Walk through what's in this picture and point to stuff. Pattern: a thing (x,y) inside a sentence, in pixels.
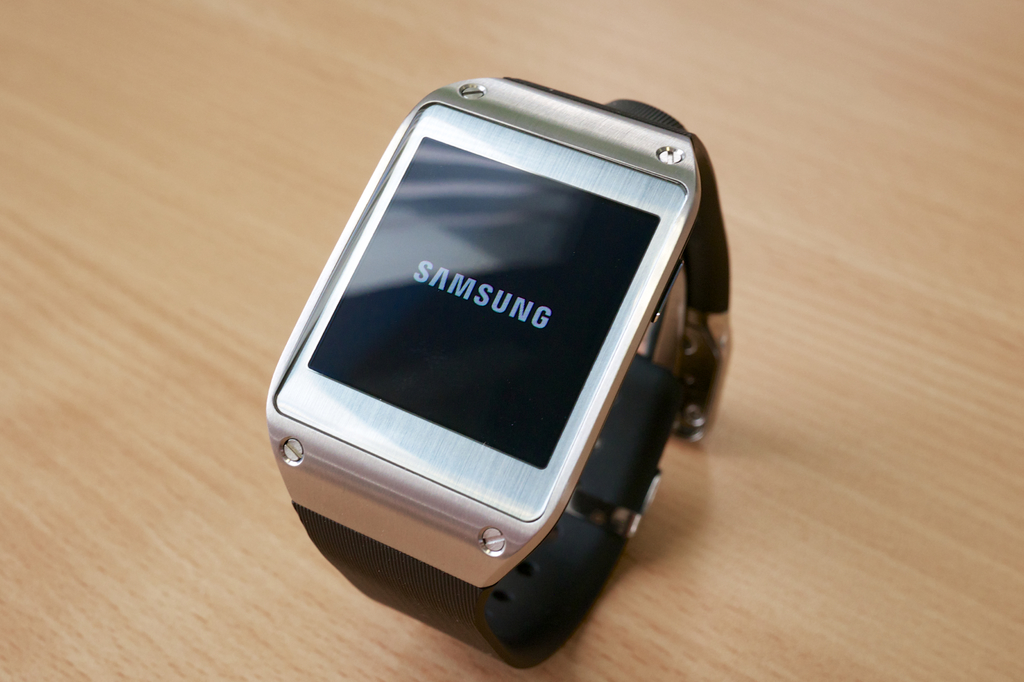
This picture is mainly highlighted with a samsung device (465,279) which is on the table (379,134).
